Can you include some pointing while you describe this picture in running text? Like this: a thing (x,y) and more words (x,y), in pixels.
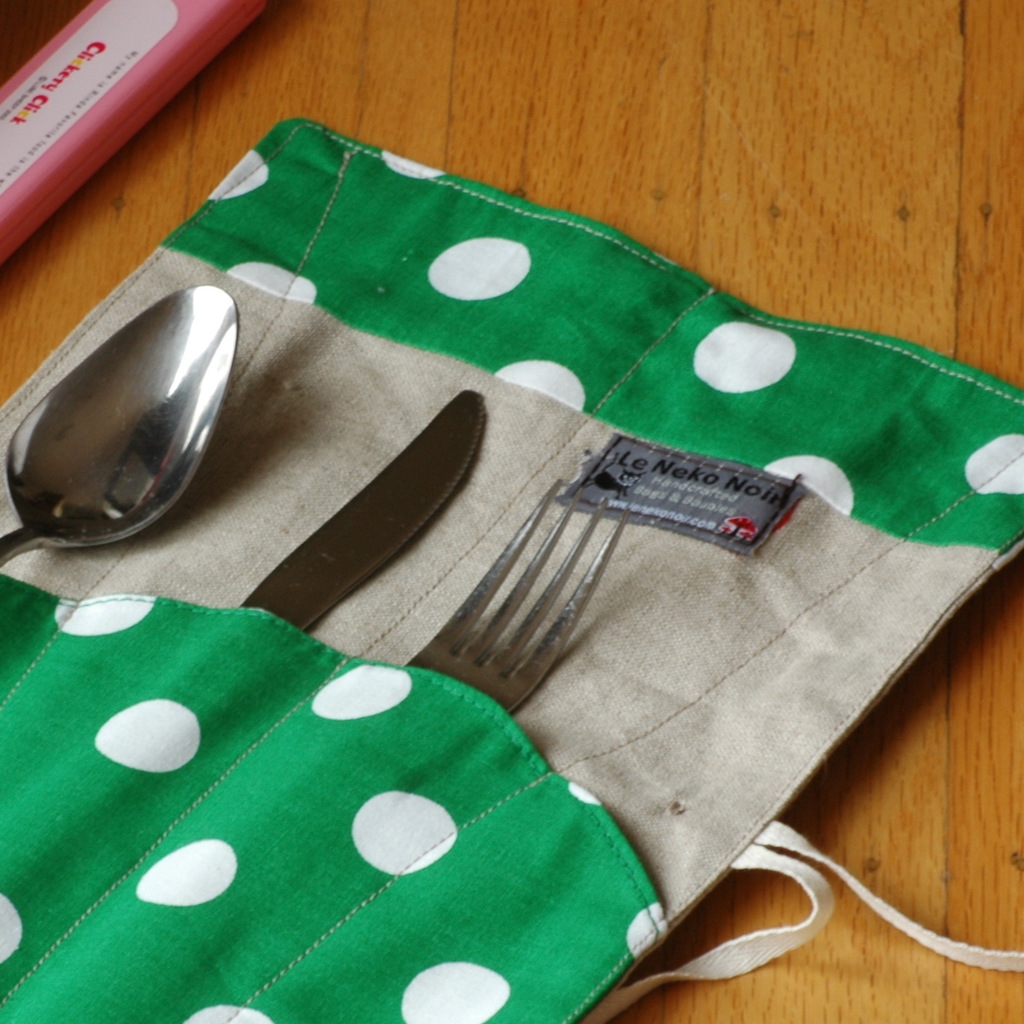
In the image there is a table (745,188). On table (497,93) we can see a cloth (741,683), fork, knife (348,513), spoon (157,456).
